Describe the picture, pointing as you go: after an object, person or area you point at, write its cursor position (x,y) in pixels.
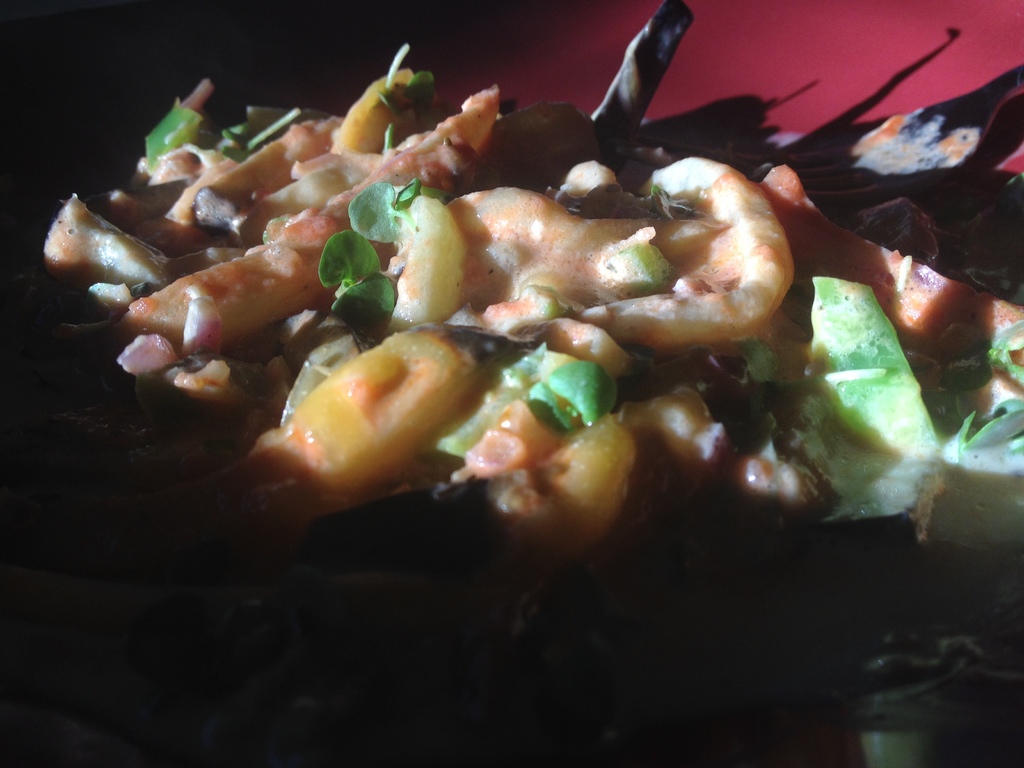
In this image we can see the food item (488,444) in the plate (698,667).
